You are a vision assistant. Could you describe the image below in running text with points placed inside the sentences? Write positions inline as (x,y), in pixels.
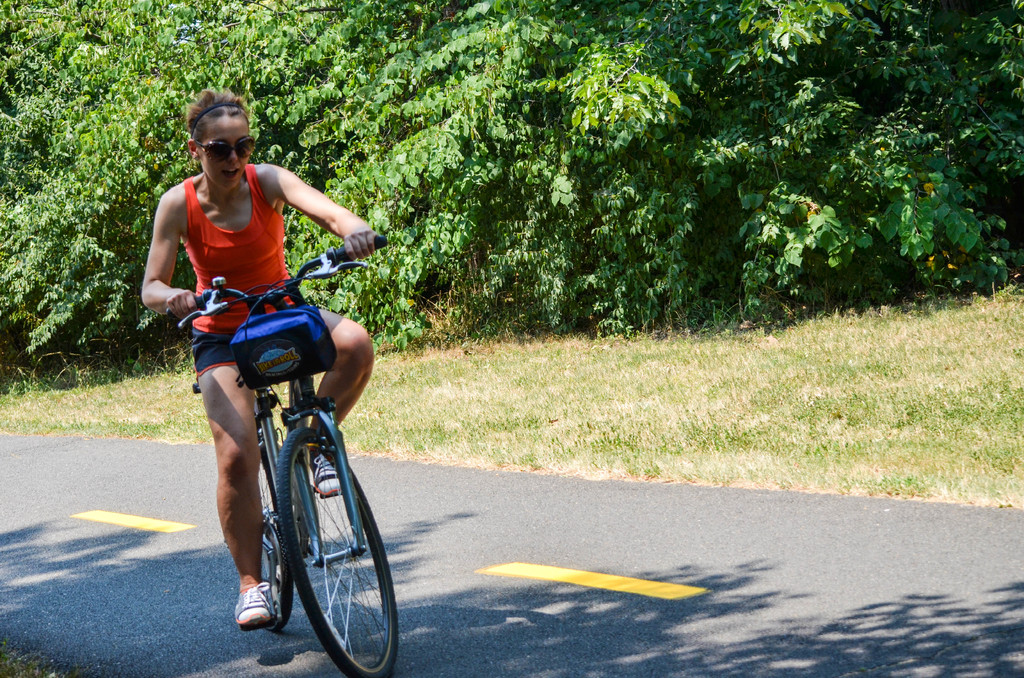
In the image, a woman (259,248) is riding a cycle (311,427) on the road (442,493) and there is a bag (281,372) kept in front of the handle (349,261) of the cycle (323,399), she is wearing orange shirt (241,255) and behind the girl (351,397) there is a lot of grass (519,344) and behind the grass (392,378) there are plenty of trees (723,197).
